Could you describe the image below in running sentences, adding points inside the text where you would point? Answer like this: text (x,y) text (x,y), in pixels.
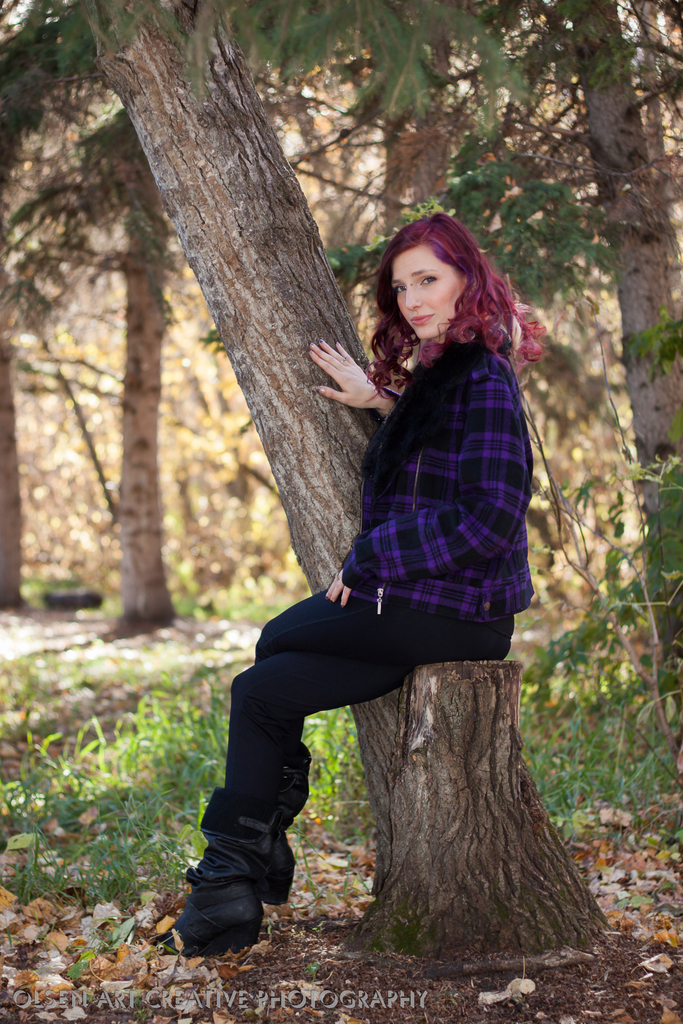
In the center of the image (351,622) we can see a lady (436,465) sitting on the tree trunk (389,891). At the bottom (129,866) there is grass (143,789). In the background (180,403) there are trees (204,263).
